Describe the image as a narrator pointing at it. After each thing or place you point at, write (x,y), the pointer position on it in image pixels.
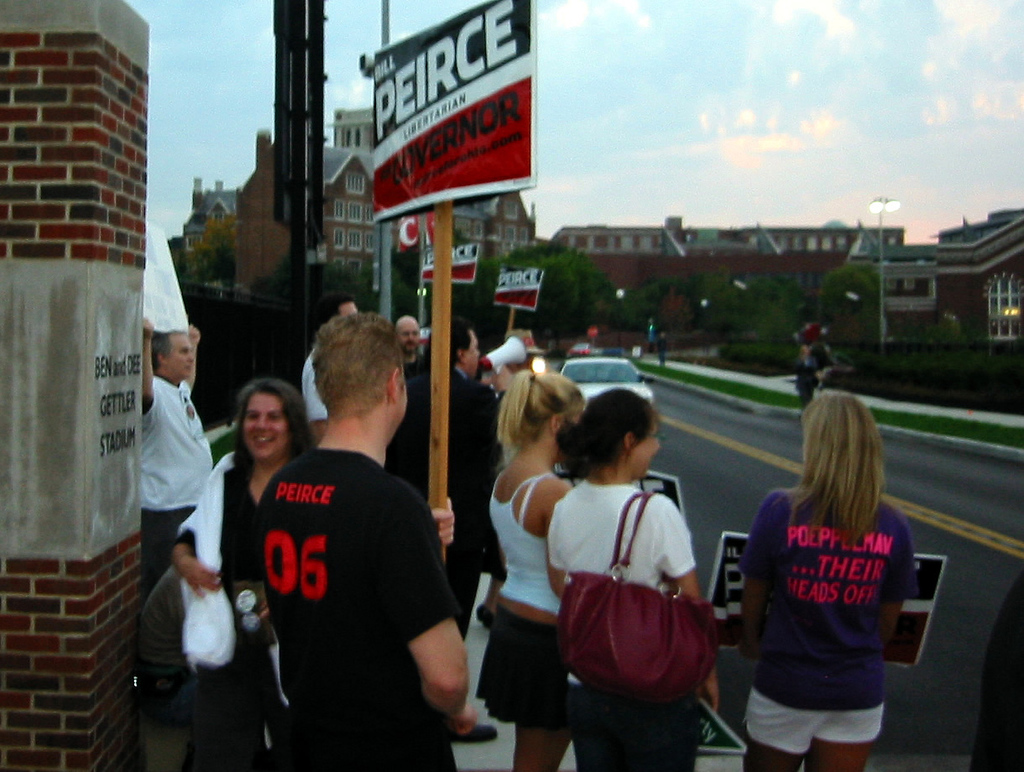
In this image we can see a crowd (322,480) standing on the ground (470,652) and holding placards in their hands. In the background (732,122) we can see sky (793,106) with clouds (841,109), street poles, street lights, bushes (886,352), buildings (661,249) and poles (290,28).
